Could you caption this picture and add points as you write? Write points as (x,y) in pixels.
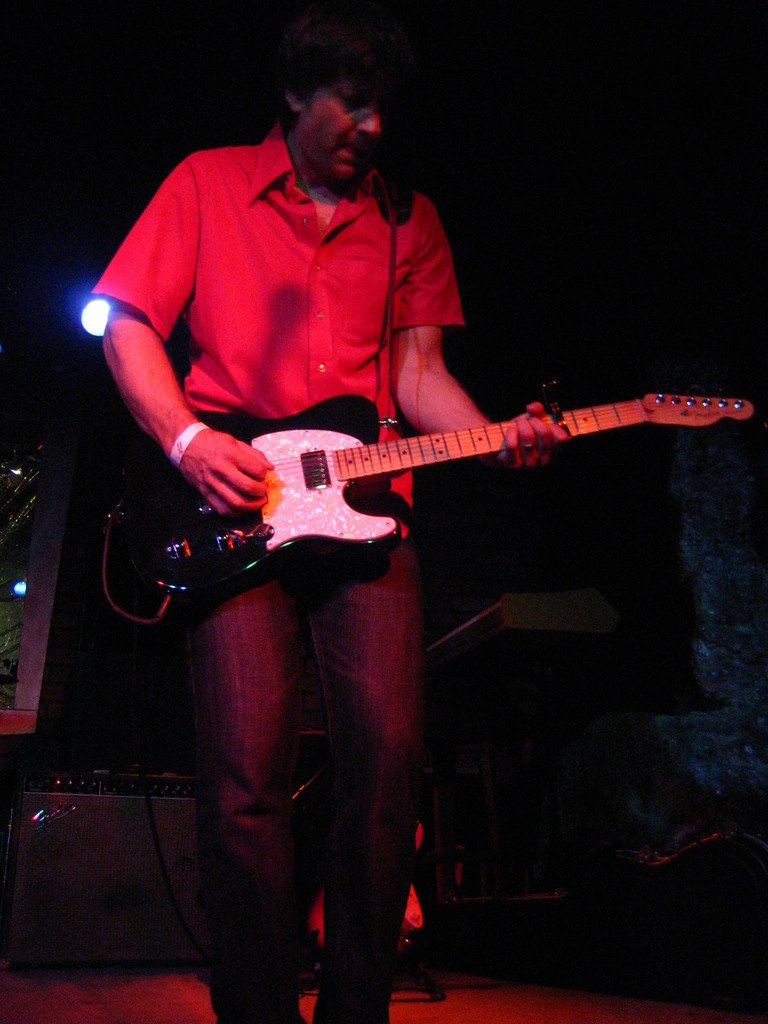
In this picture we can see man (314,133) standing holding guitar (356,468) in his hand (267,473) and playing it and in background (131,695) we can see light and it is dark.
